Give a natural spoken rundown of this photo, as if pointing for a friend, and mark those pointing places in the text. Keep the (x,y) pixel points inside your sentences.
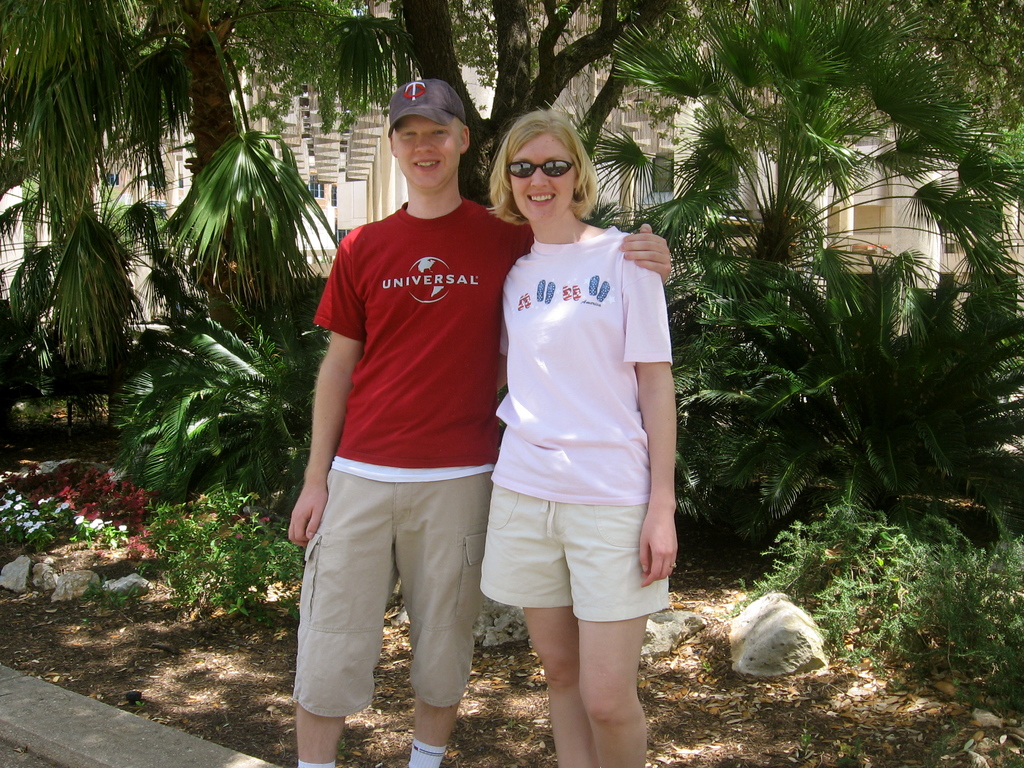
In this picture there is a man (476,443) wearing a red shirt (417,299) and cream shorts (406,539) and he is holding a woman (553,397). She is wearing a pink top (574,362) and cream shorts (537,516). Behind them there are trees (273,174) and plants (214,533). In the background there are buildings (309,154).
